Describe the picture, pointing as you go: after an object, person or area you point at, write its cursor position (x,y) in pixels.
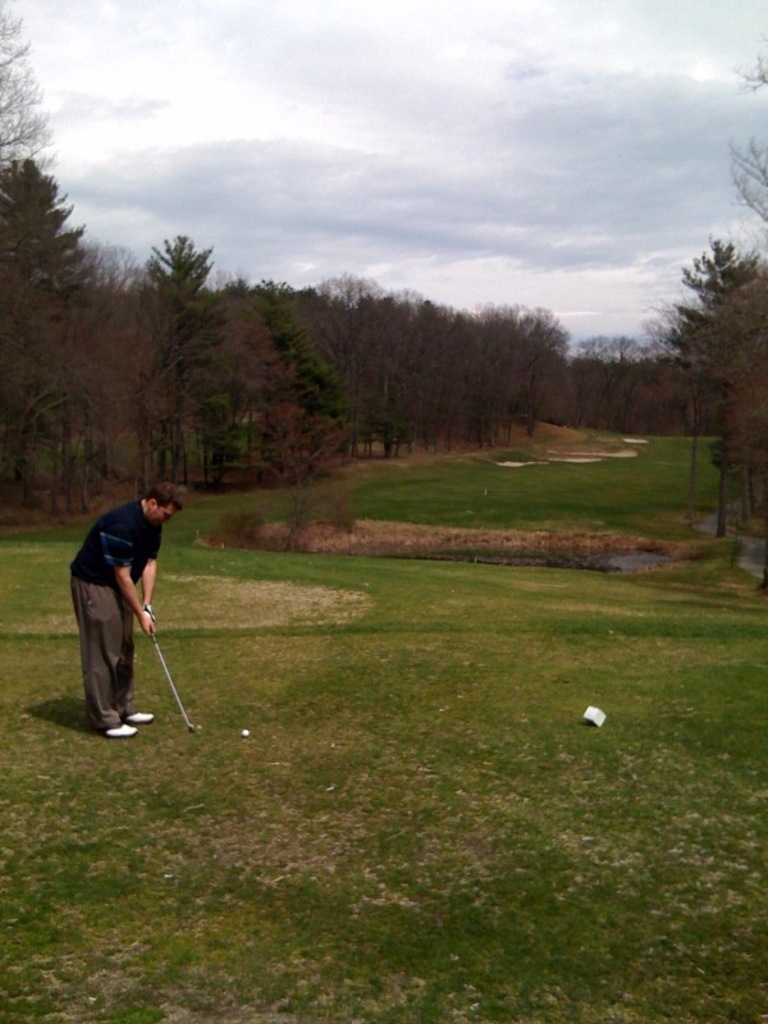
In this image on the left side (122,604) there is one person (132,616) who is holding some stick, it seems that he is playing something. At the bottom (235,738) there is grass (554,746) and in the background (262,347) there are some trees (176,399), at the top of the image (375,142) there is sky (389,150).
